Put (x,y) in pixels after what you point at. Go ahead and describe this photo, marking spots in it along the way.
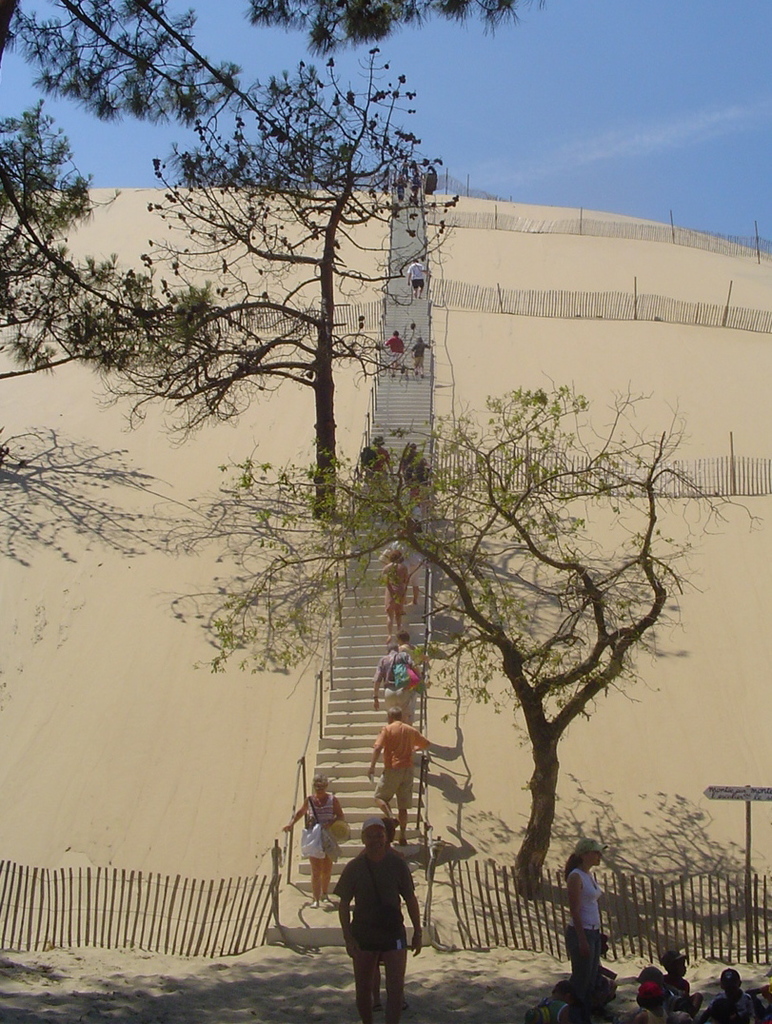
In the image in the center (347,662) there is a fence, staircase (361,719), pole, sign board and few people (395,745). In the background (300,70), we can see the sky (626,77), clouds (643,143), trees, fences (662,466) and sand (516,427).
